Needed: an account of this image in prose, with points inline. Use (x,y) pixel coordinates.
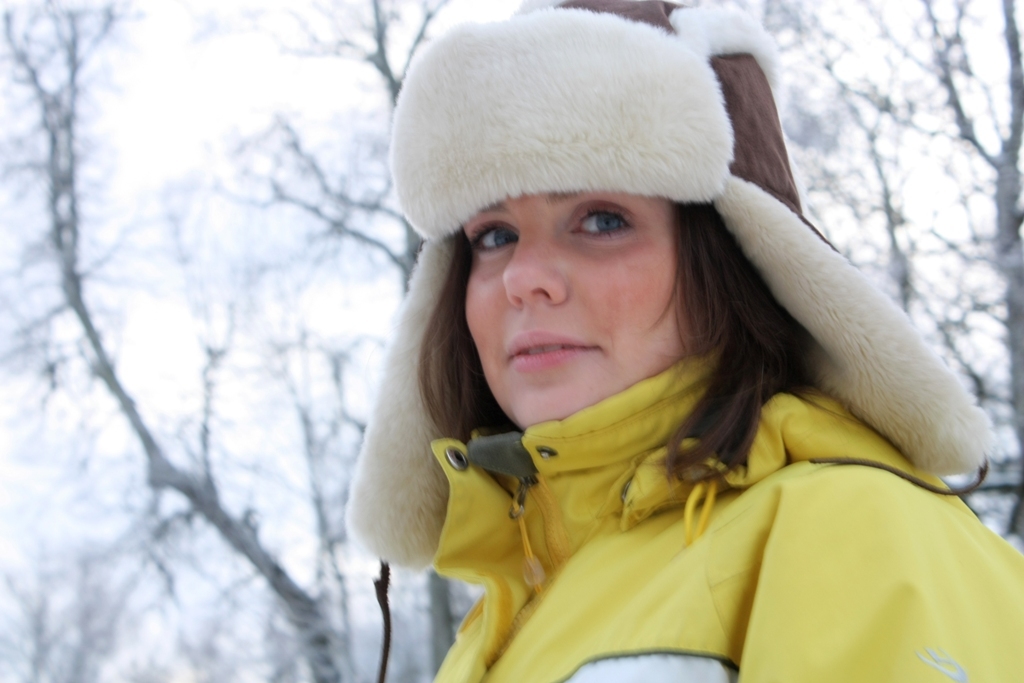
In this image we can see a woman (707,511). She is wearing yellow color jacket (778,555) and white-brown color cap (746,144). Behind her dry trees (890,90) are there.
